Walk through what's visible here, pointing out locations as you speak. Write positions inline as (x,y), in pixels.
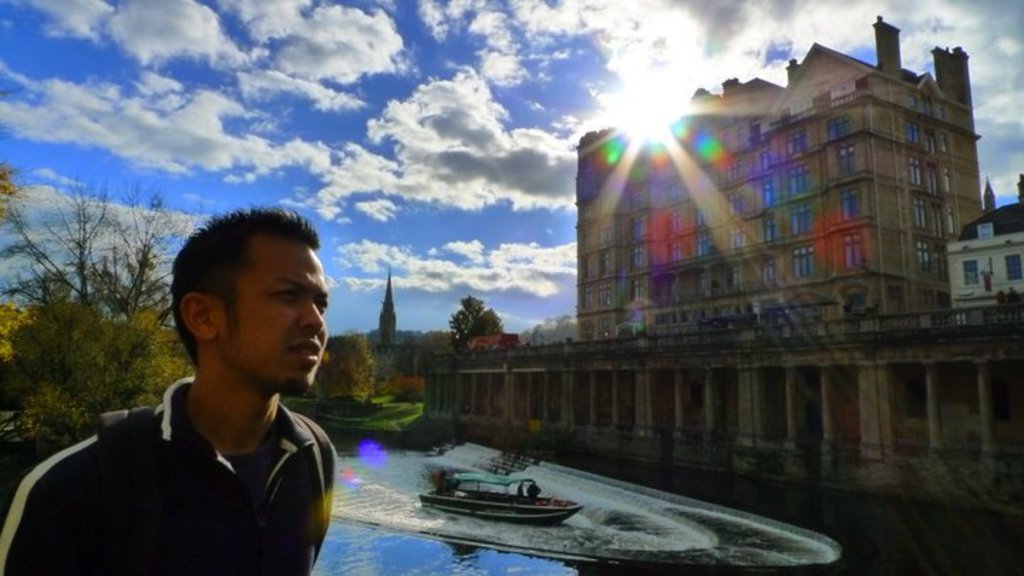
In the foreground (168,410) I can see a person (236,469) and a boat (457,482) in the water (563,524). In the background (826,353) I can see buildings (627,348), trees (467,346) and a tower (389,337). On the top (358,103) I can see the sky (358,99). This image is taken during a sunny day.
